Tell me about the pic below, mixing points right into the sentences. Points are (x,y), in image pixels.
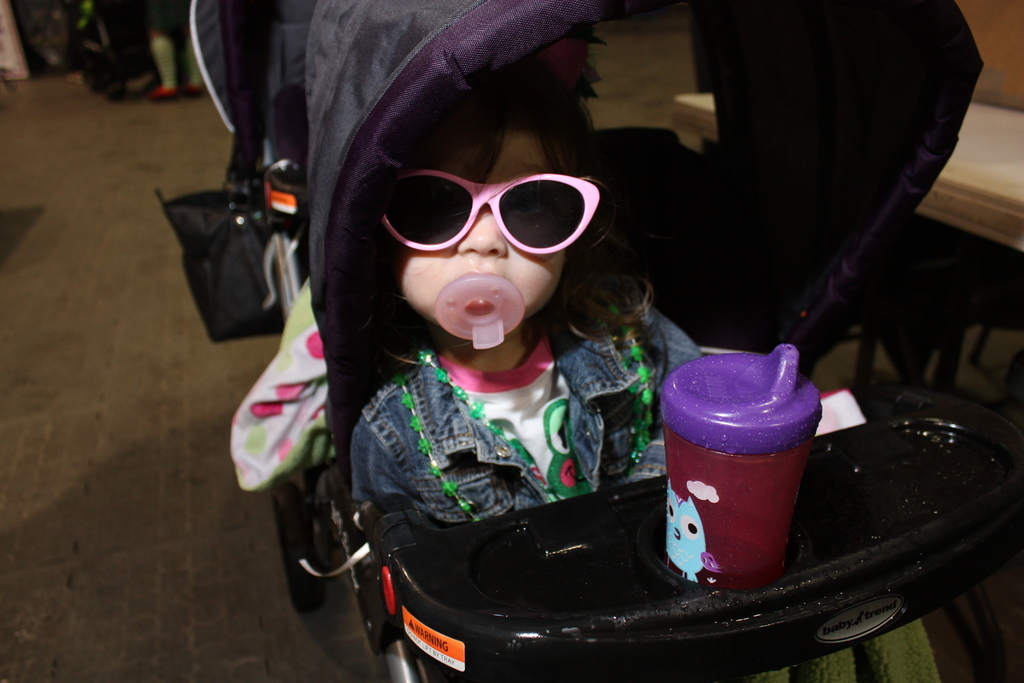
In this image we can see there is a kid (652,352) sitting in a stroller (383,187), which is on the floor (270,538).
